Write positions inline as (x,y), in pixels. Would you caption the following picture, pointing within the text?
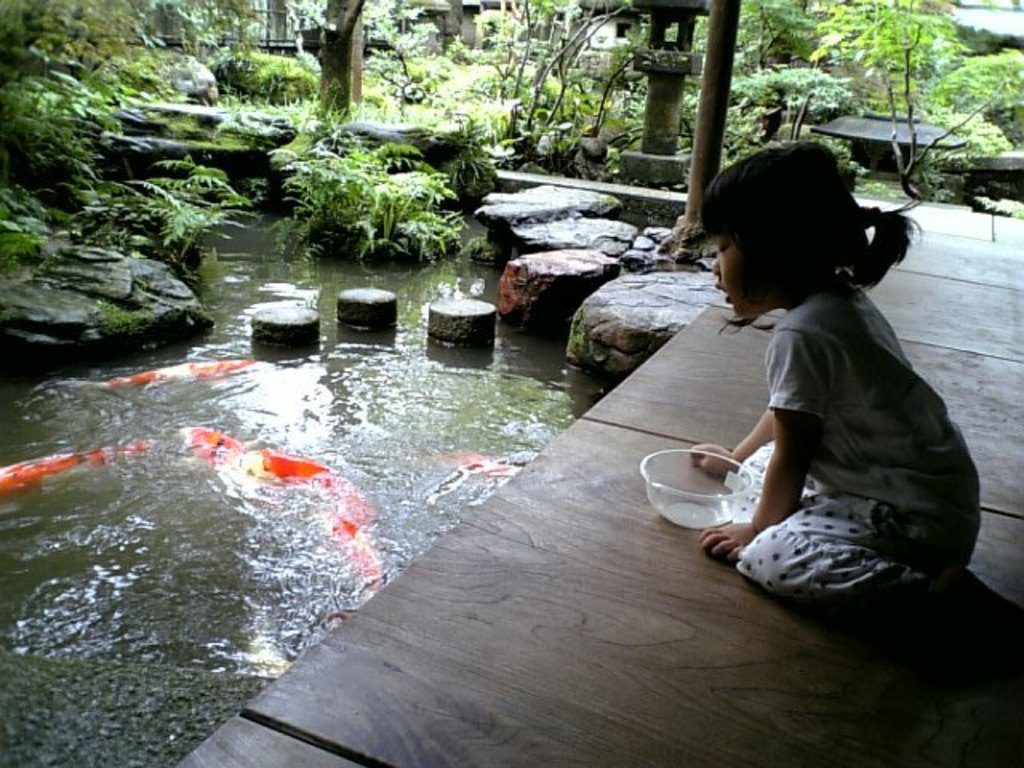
In the image we can see a girl (826,458) sitting and she is wearing clothes (889,476). In front of her there is a bowl (672,488). This is a wooden surface (582,696), water (201,665), fish (285,473) in the water (192,537), stones (615,296), plants (162,199), pole (702,154) and tree (334,51), trunk (344,53).
